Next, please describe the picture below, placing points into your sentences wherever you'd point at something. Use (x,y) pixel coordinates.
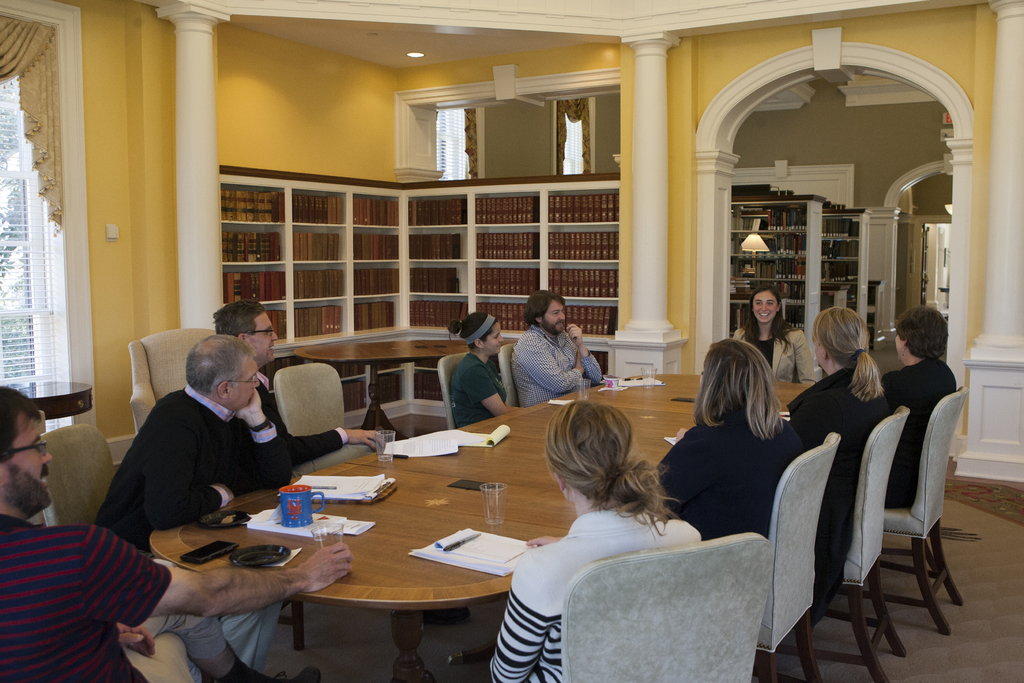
In this image few persons (665,477) are sitting on the chair (720,568). On the table (368,548) there is a cup (296,525), mobile (202,552), wallet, paper (471,553), pen (465,541), glass (491,495). At the back side (797,265) there are book rack (771,248) and a lamp (749,238).
